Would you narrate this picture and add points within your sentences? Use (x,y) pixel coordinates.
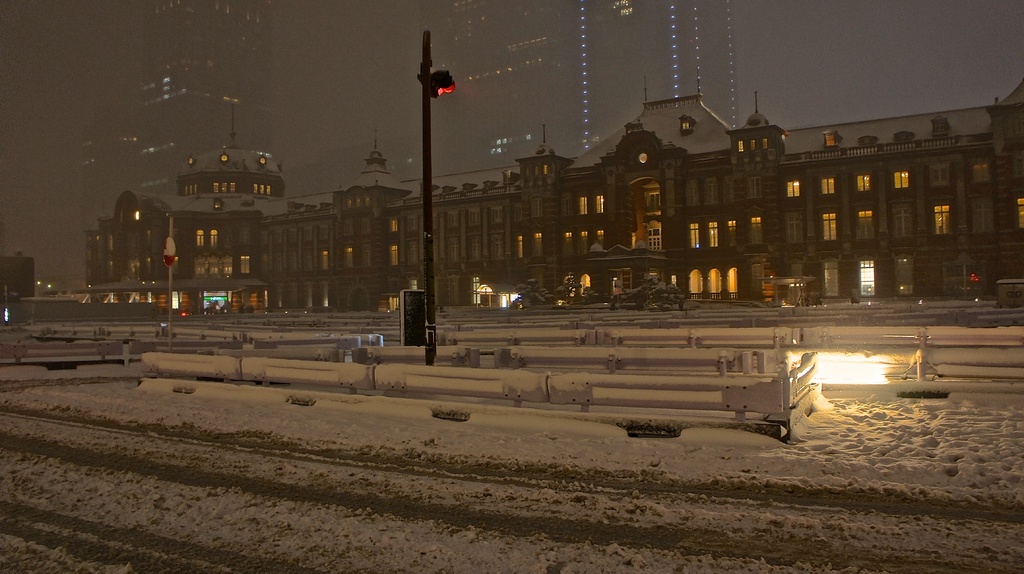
In this picture I can see some buildings (536,265), trees (529,292) and roads (168,423) covered with snow (168,423).
